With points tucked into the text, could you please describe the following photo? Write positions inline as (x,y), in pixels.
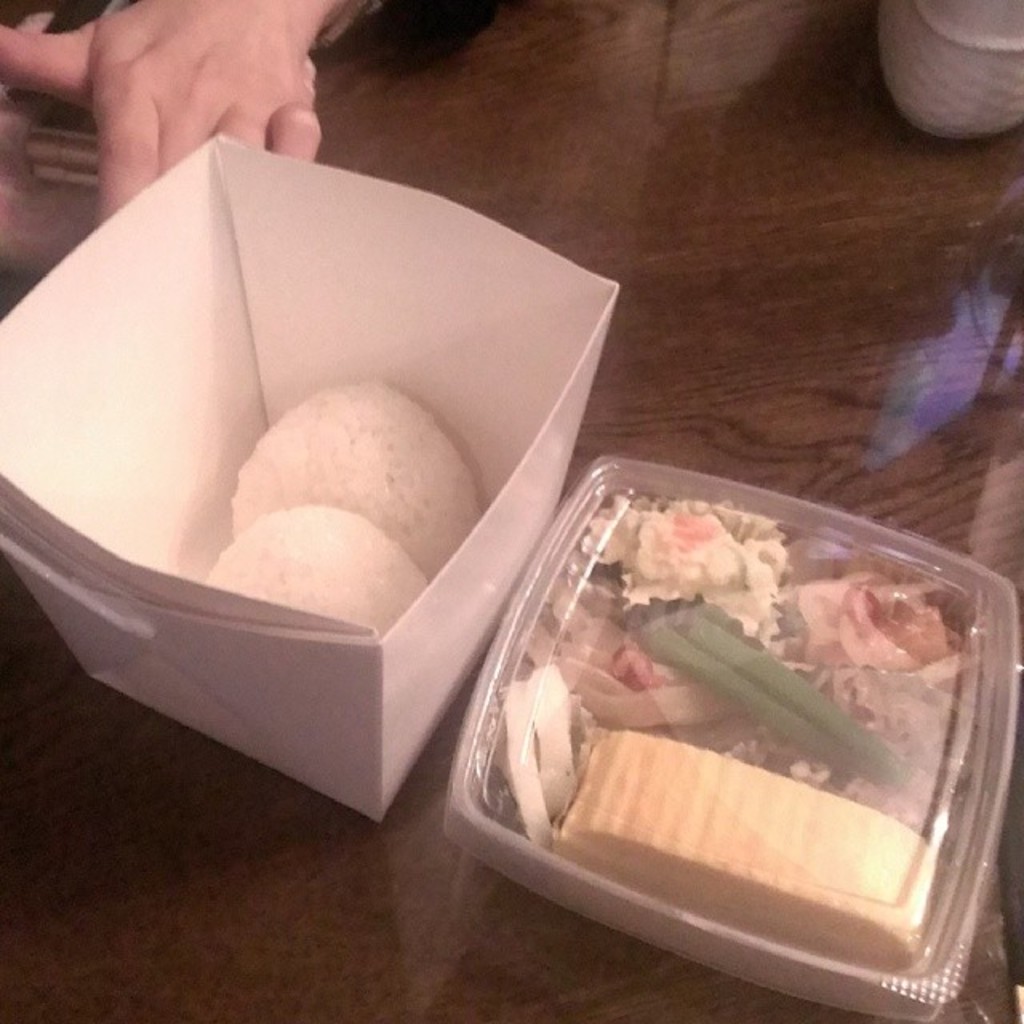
In this image we can see food items (561,655) in boxes (487,573) on the table (140,917). To the left side of the image (216,15) there is persons hand (169,88).
